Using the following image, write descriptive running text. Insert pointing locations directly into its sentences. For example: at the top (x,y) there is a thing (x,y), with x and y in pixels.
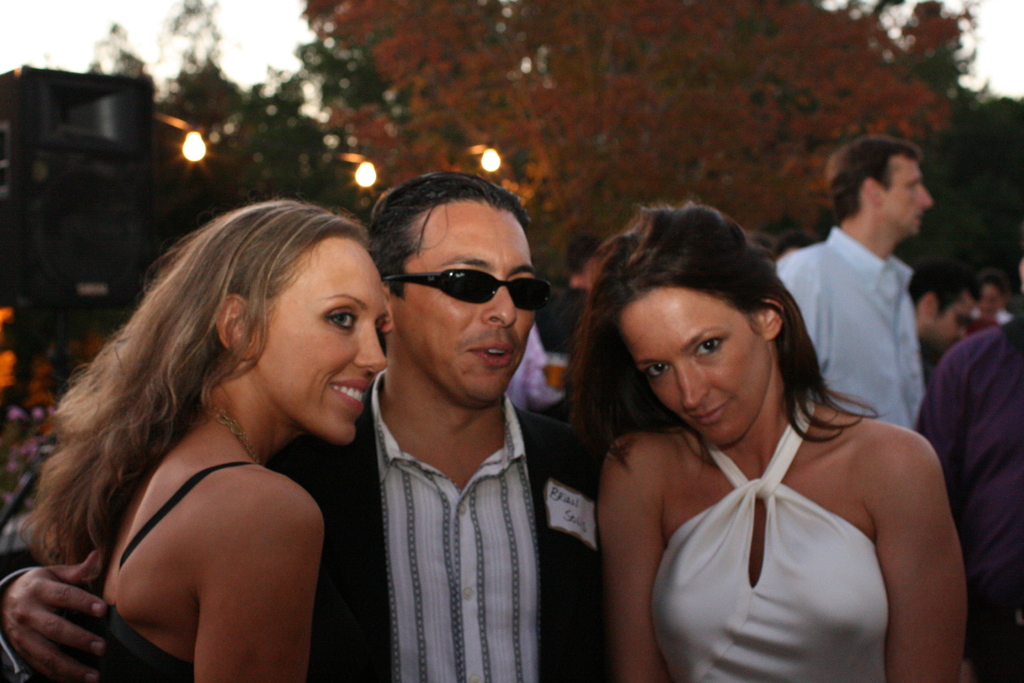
In the center of the image (646,424) we can see persons (552,431) standing. In the background (607,100) there are persons (875,238), trees (373,85), speaker (86,83), sky (72,30) and lights (362,170).
